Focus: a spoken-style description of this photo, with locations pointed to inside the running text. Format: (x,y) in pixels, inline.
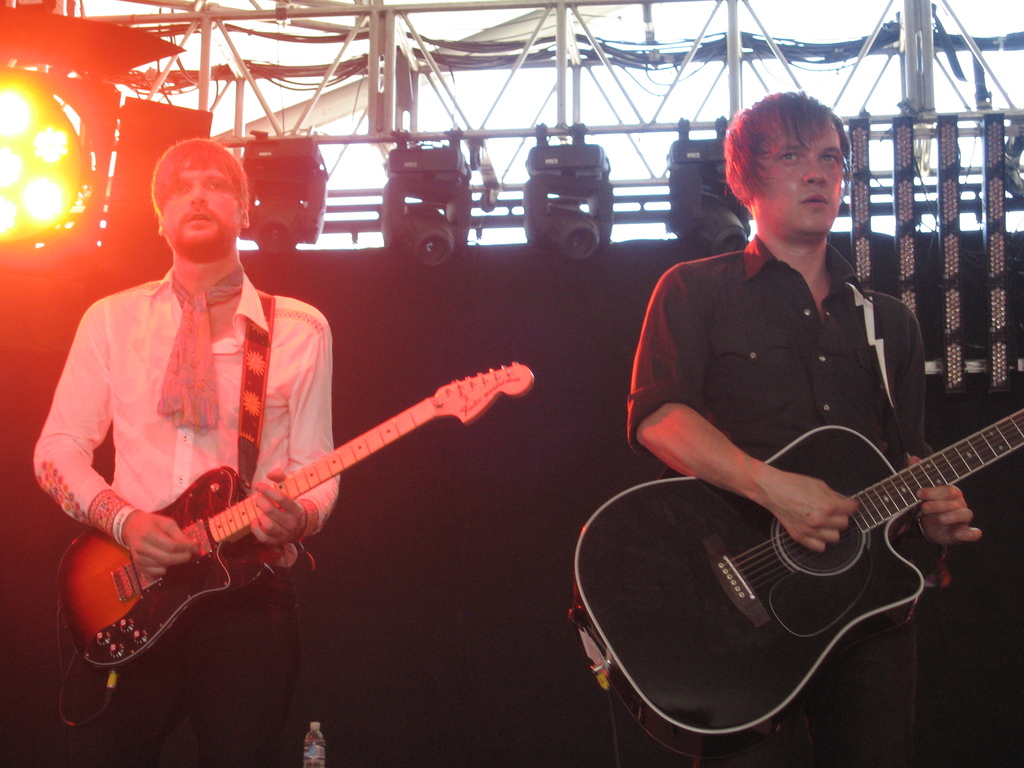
In this image I can see two men (736,403) are standing and playing the guitars (608,548). One man (179,408) is wearing white color shirt (161,429) and one is wearing black color shirt (858,373). In the background (717,188) I can see some lights (402,204).
